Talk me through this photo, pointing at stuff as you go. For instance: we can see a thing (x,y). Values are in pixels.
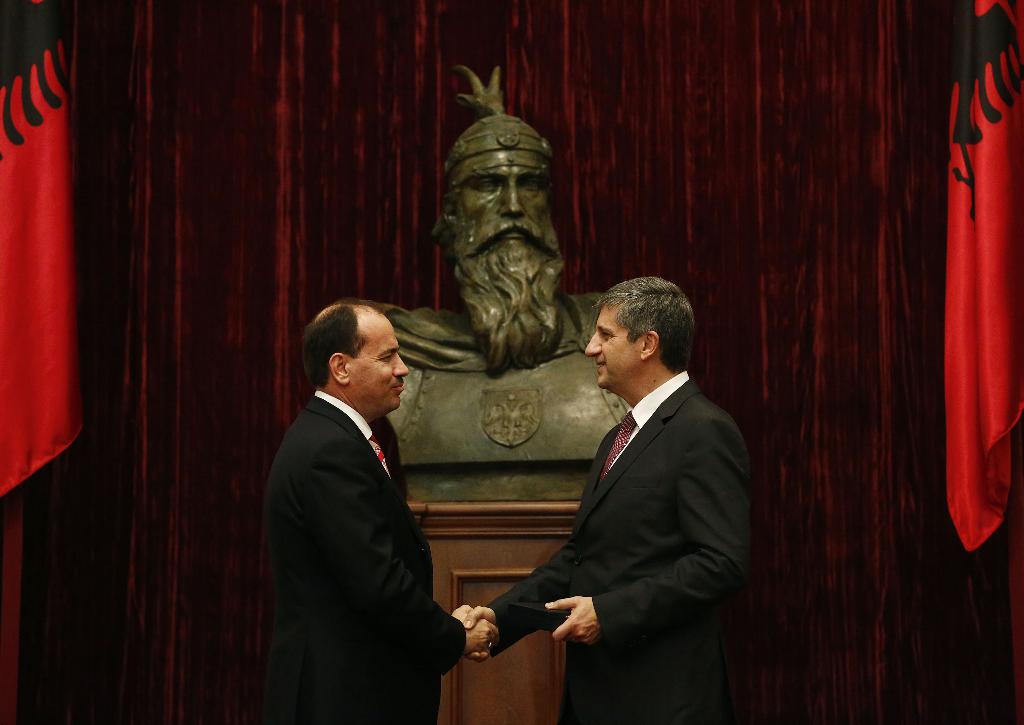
In this image, we can see persons (359,519) wearing clothes (679,470) and shaking hands (493,617). There is a sculpture (520,361) in the middle of the image (482,288). There is a cloth (36,296) on the left (36,272) and on the right side of the image (966,290).
